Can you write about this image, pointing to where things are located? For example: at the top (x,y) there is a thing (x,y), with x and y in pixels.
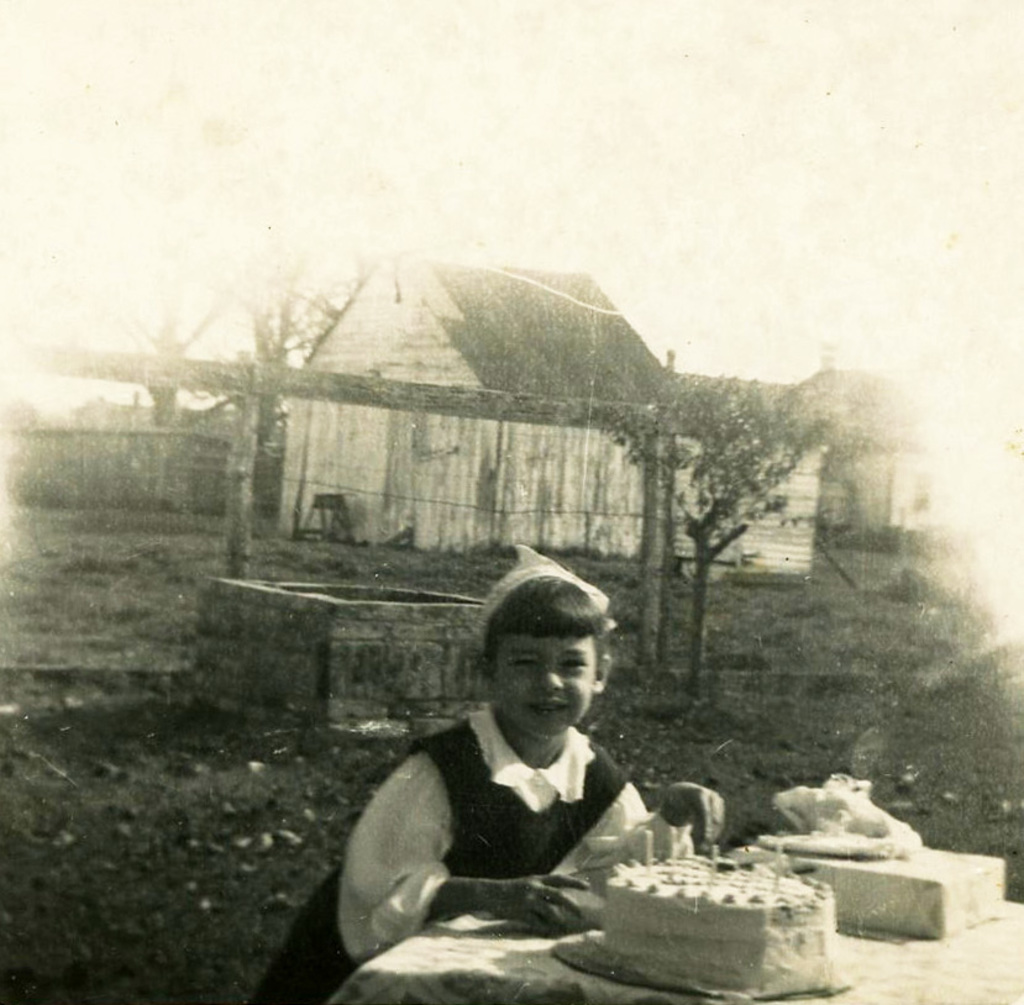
This is a black and white picture, in this image we can see a girl (523,756) sitting in front of the table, on the table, we can see a cake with candles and some other objects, in the background (599,499) we can see trees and houses (359,430), there is an object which looks like a well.
